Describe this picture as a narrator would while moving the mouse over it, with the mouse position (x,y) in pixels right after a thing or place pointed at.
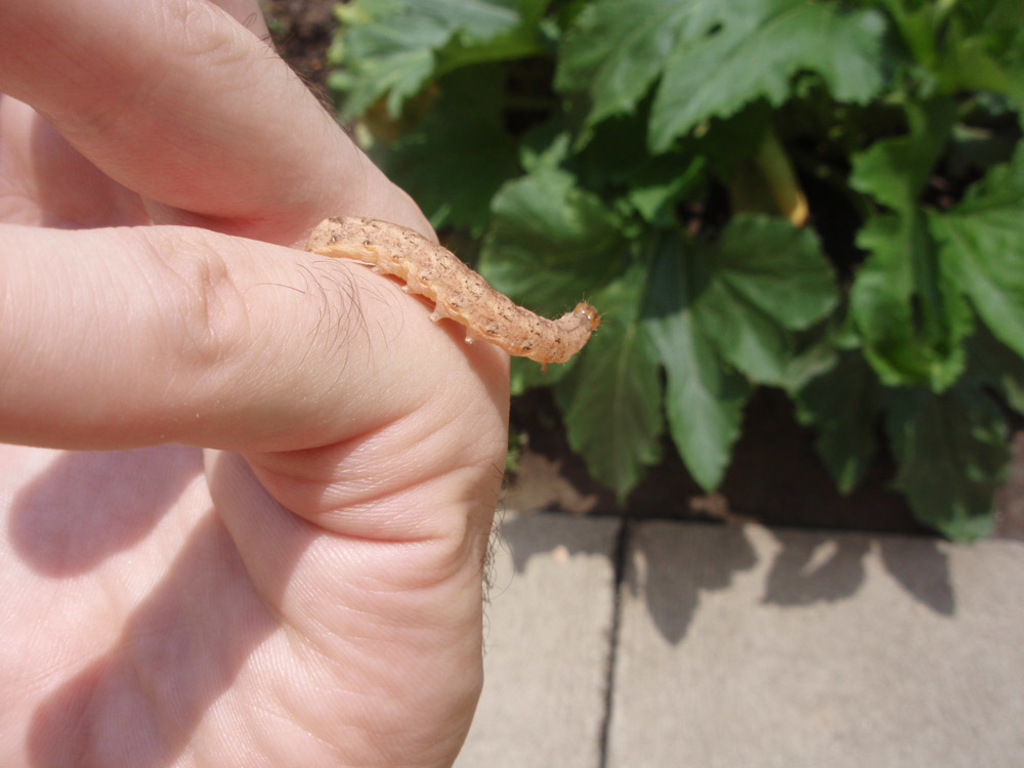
In this image, I can see an insect (395,273) on a person's hand (178,420). In the background (656,222), I can see the plants (665,152) with the leaves (684,319). At the bottom of the image (651,635), It looks like a pathway (708,634).
